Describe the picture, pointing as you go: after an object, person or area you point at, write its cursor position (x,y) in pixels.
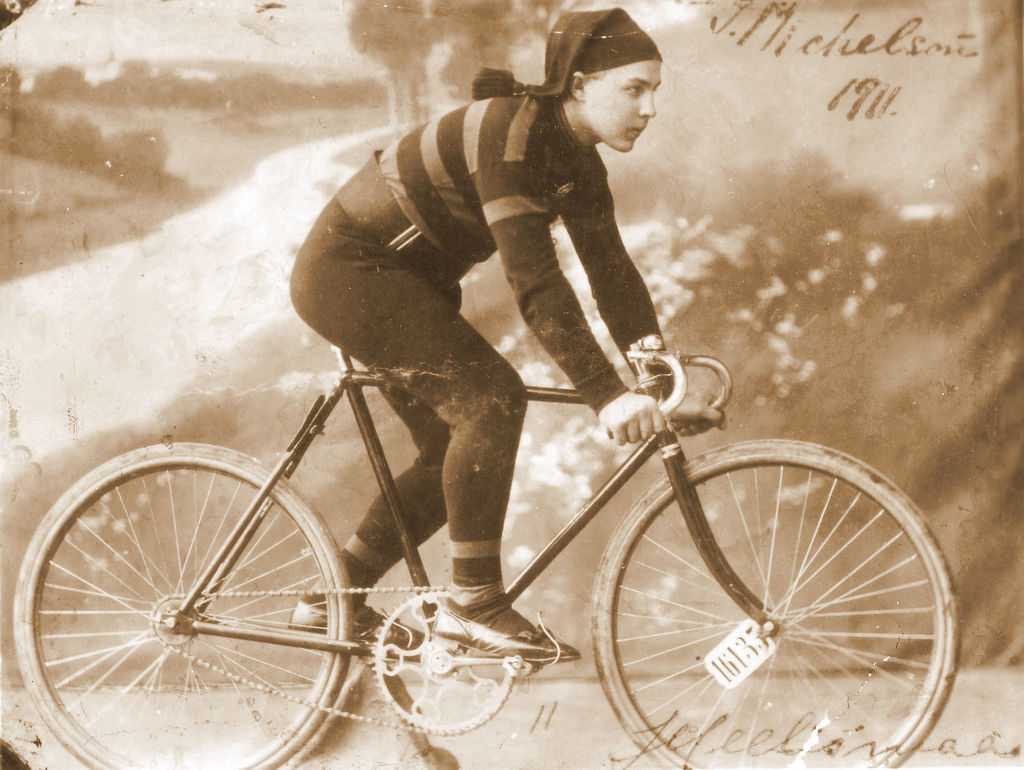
In the image we can see there is a person (457,145) who is sitting on bicycle (64,499) and the image is in black and white colour.
